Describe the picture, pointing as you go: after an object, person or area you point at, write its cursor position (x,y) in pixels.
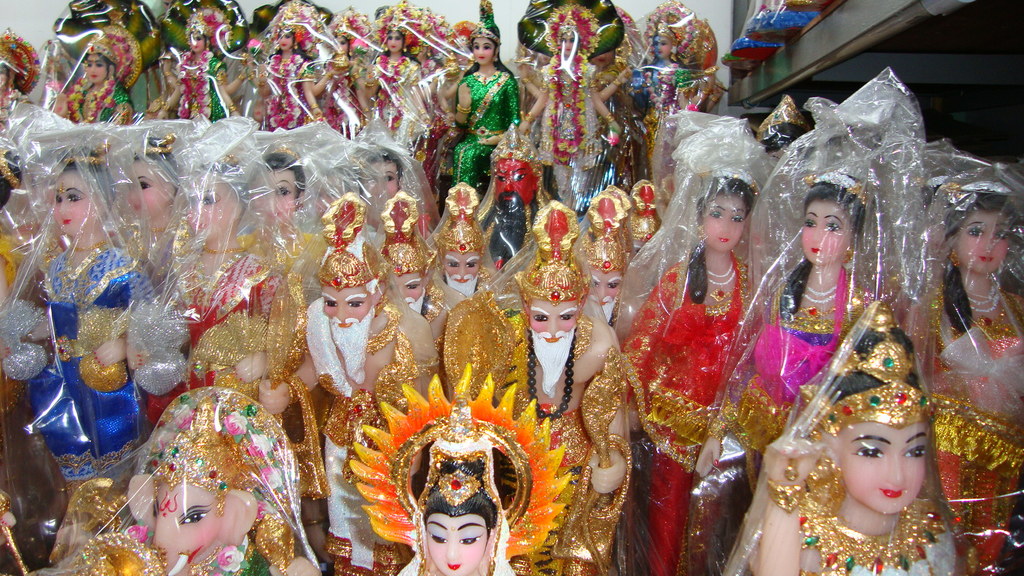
This image consists of idols (20,342) packed in the plastic bags (88,149). And colored with different colors.
